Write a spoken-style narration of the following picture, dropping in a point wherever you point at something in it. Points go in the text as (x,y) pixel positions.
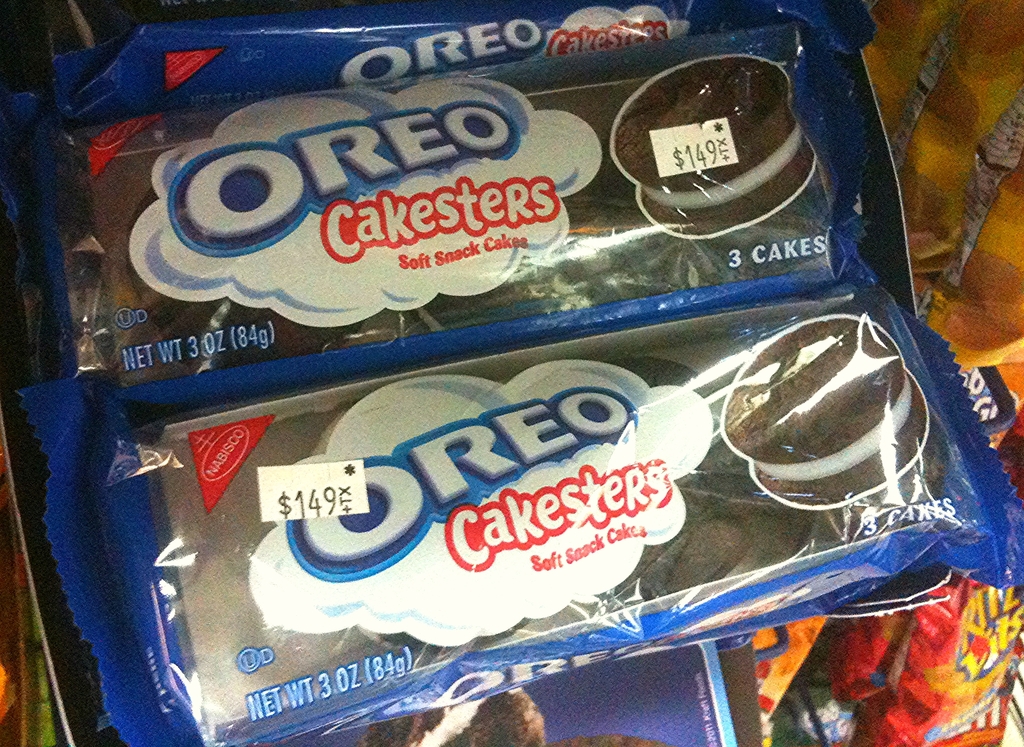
In this image I can see cake packets (510,348) and covers (968,328) may be on a stand (744,695). This image is taken may be in a shop (616,402).
